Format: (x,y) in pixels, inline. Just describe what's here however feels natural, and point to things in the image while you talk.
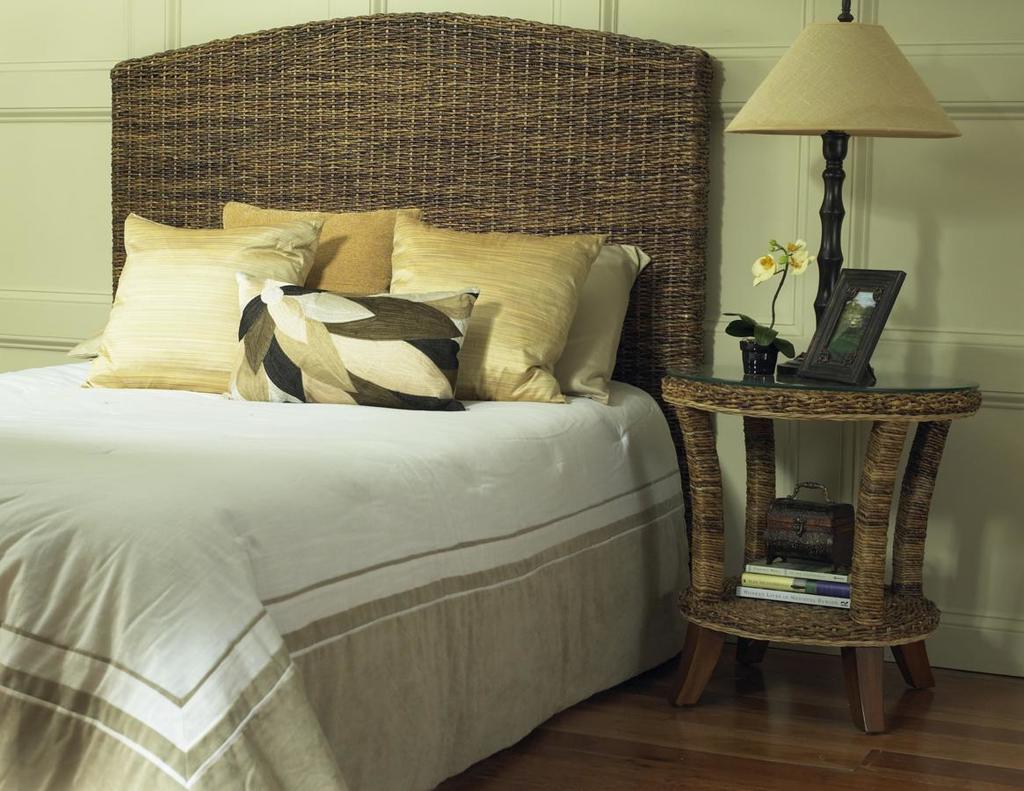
This picture shows a bed (51,387) and few pillows (366,245) and bed lamp (795,370) and a photo frame (879,280) and a plant (787,344) and a table (711,390).
